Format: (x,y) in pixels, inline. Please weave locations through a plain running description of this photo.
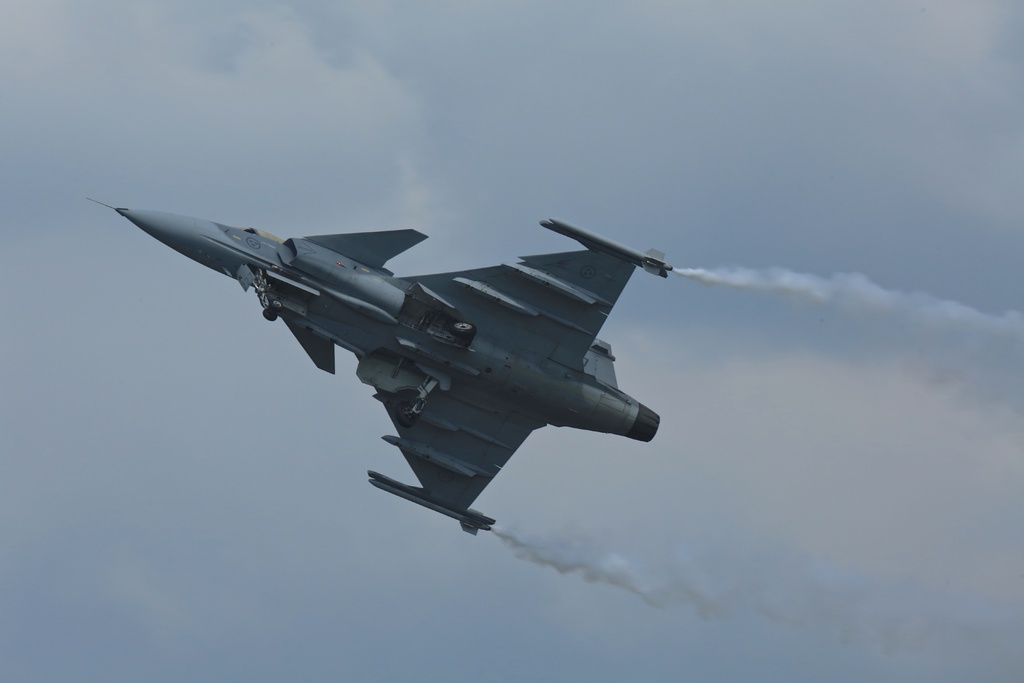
In this image there is a fighter jet plane (435,357) in the sky (380,225).
